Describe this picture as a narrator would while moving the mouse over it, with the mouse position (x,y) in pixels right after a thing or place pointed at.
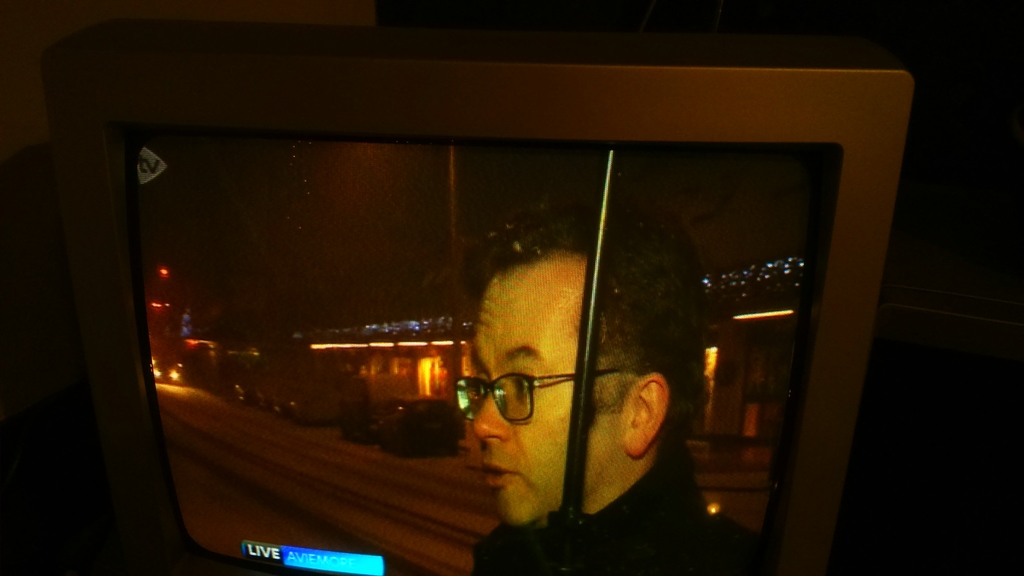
In this picture there is a computer screen (445,324), Inside we can see the man (661,531) standing in the front (613,513) and looking on the left side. Behind there is a view of the city (416,328) with lights (386,346).
